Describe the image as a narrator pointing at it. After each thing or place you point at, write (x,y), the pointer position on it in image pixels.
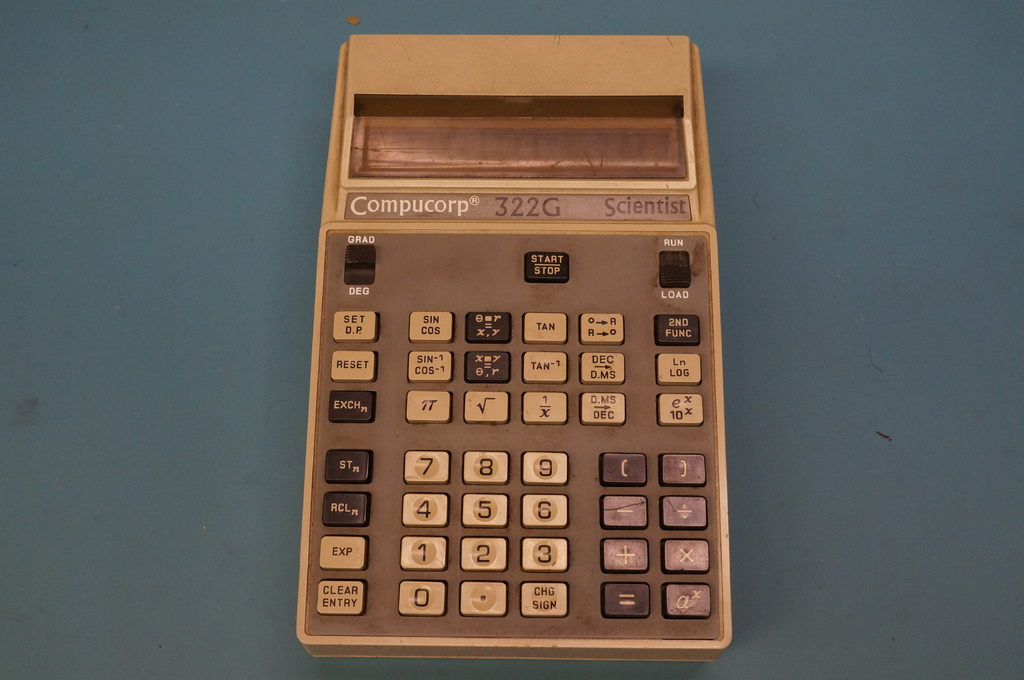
This looks like a calculator (670,367). I can see the buttons (414,373) and the display (619,143), which is attached to the calculator (689,591). This is placed on the table (850,474).
